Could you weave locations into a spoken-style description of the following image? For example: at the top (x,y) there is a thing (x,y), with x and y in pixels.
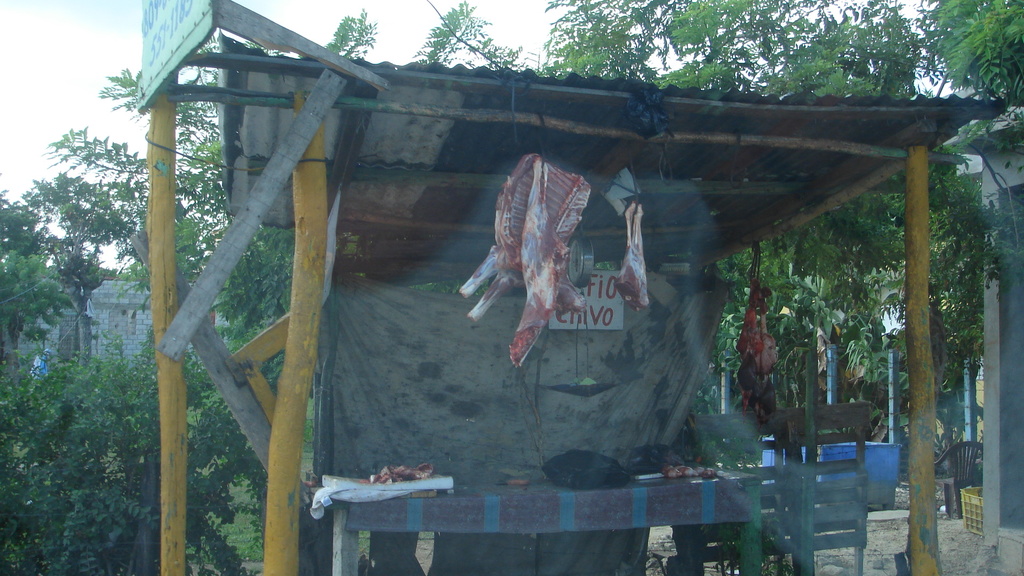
In the image we can see a meat shop (364,229). Behind the meat shop (383,201) there are some trees (954,262) and buildings (988,400) and poles (290,545).
